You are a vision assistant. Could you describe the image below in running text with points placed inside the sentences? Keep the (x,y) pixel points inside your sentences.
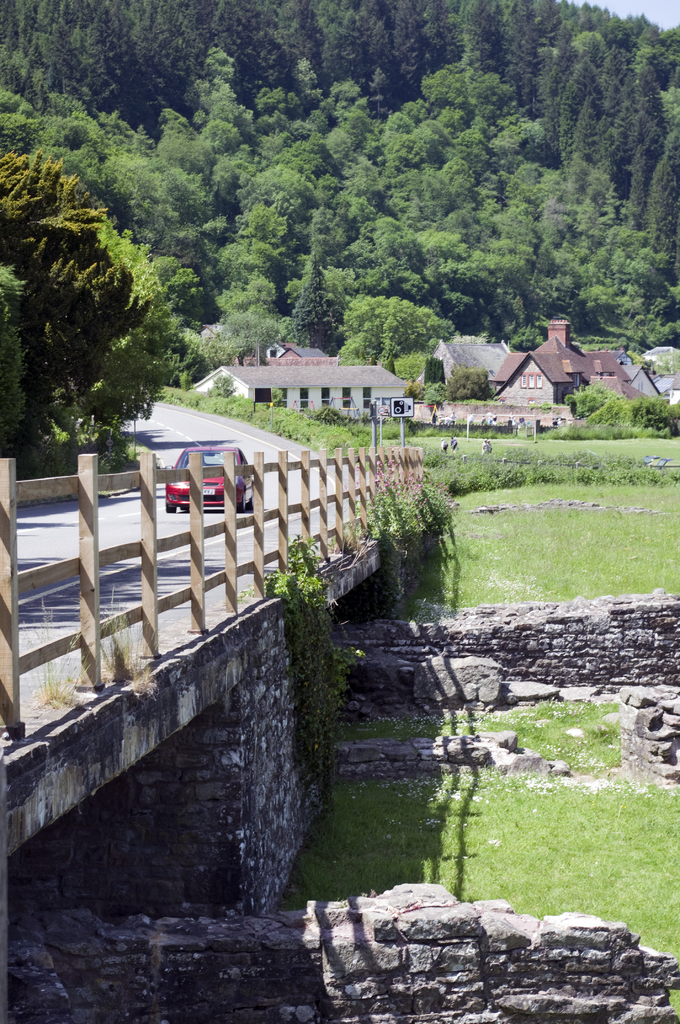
In this image we can see a car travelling on the bridge (67,743), at the back (304,249) there are trees (385,182), here is the grass (570,452), there are houses (505,399), there are rocks (657,774).
